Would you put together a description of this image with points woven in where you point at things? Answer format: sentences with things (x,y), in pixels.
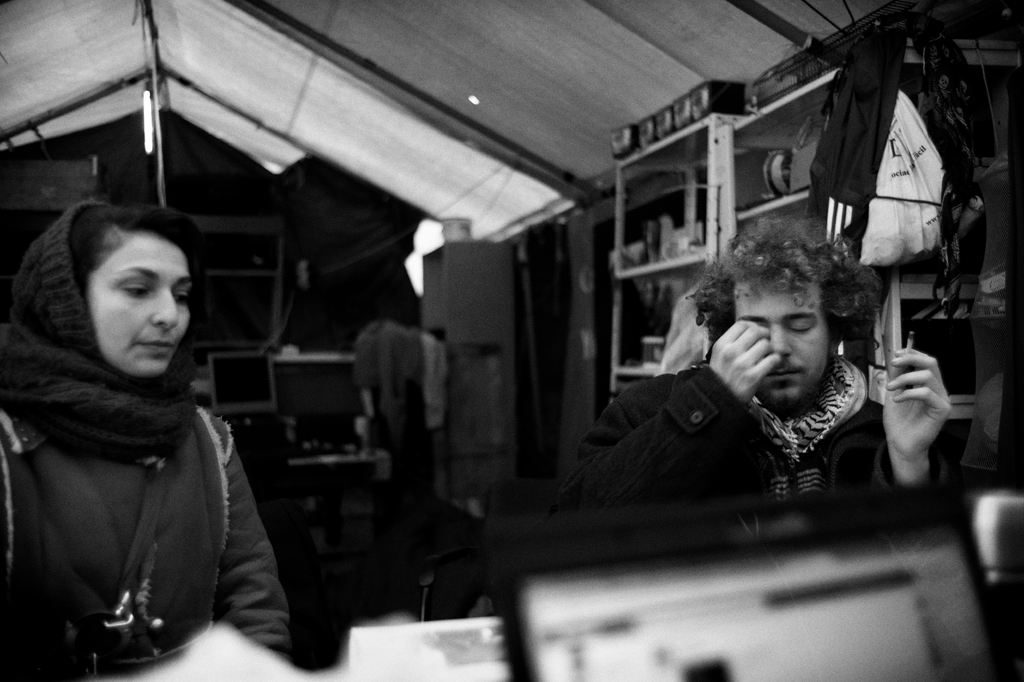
This is a black and white image. In the center of the image (605,405) there are two persons (219,425). At the top of the image (324,55) there is a cloth (392,68). In the background of the image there is a monitor (246,404). There is a chair (302,533). To the right side of the image (723,168) there is a shelf (615,333).
